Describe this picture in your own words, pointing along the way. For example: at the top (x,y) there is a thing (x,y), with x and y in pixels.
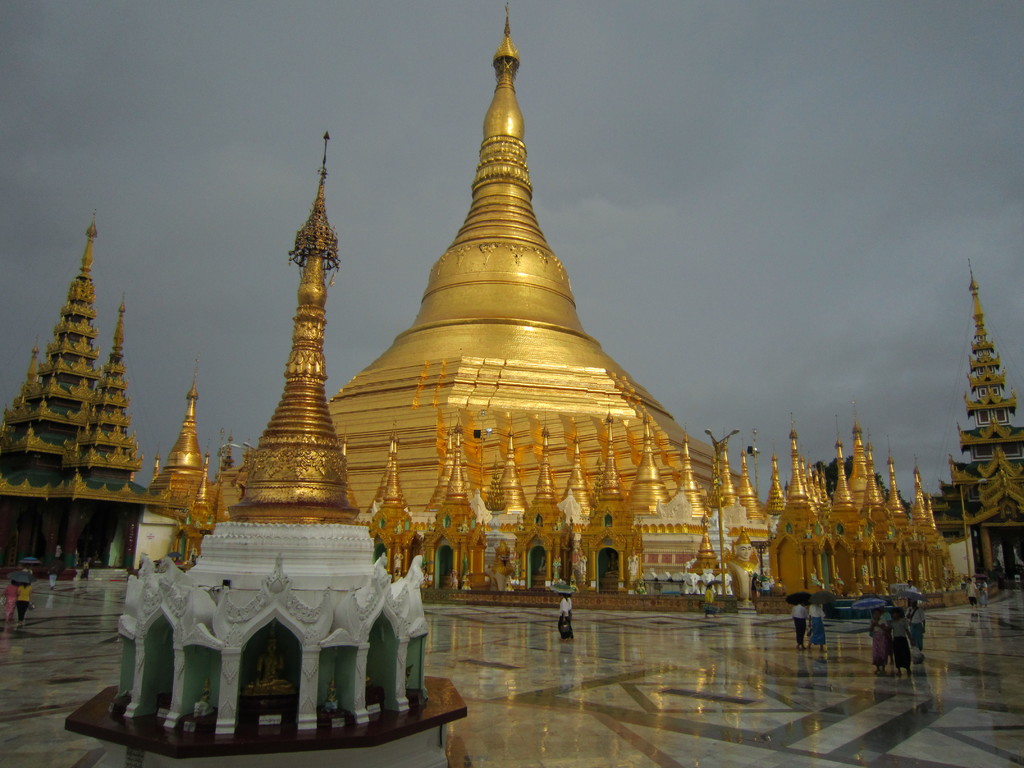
In this image, we can see temples (427,471) and there are people (890,628) and some of them are holding umbrellas (916,598). At the bottom (762,722), there is a floor (896,721). At the top (744,162), there is sky (703,176).
